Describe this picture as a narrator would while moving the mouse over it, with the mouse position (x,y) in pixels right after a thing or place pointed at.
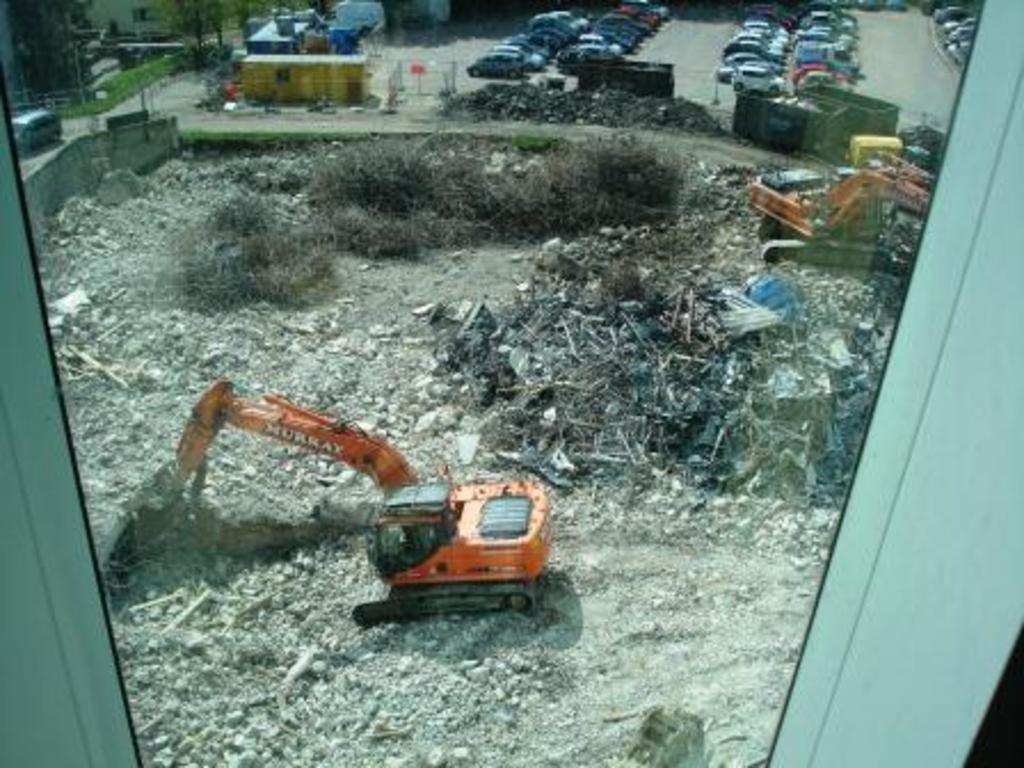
In this picture we can see vehicles (756,40) on the road (877,71), bulldozers (873,194), dried plants (497,181) and grass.
